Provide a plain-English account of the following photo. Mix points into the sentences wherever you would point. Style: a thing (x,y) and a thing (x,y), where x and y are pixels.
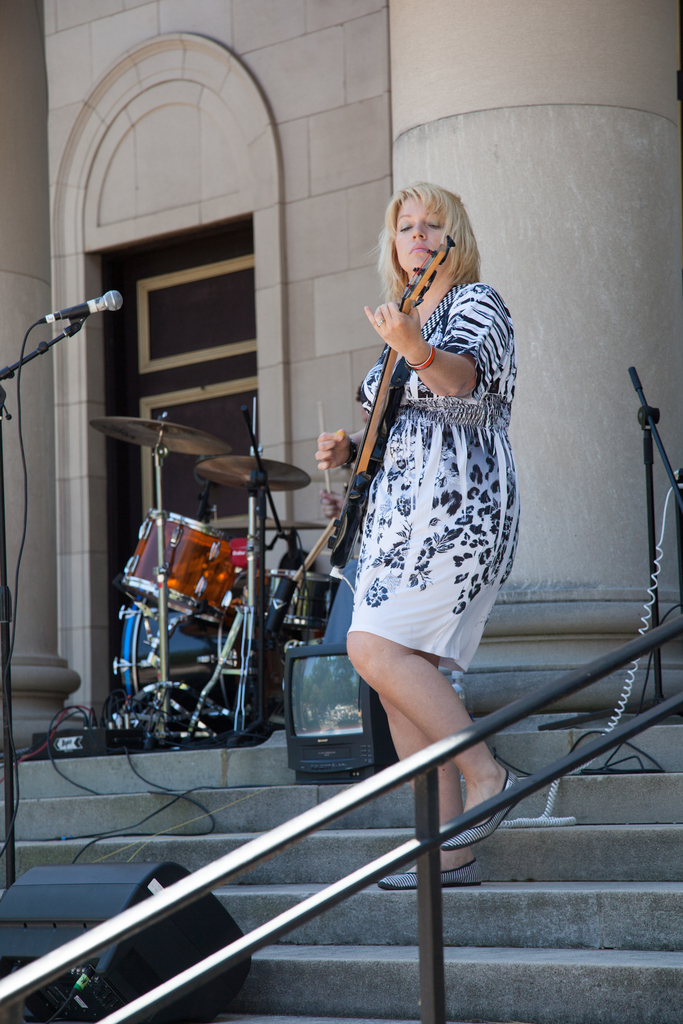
In this picture a lady (490,596) playing a guitar (416,287) on the steps (375,947) with all the musical instruments (209,596) behind her. There is also a mic (101,306) to the left side of the image (111,298). In the background (67,159) there is a building (305,132) with huge pillars (590,277) and a beautiful door (212,336).
